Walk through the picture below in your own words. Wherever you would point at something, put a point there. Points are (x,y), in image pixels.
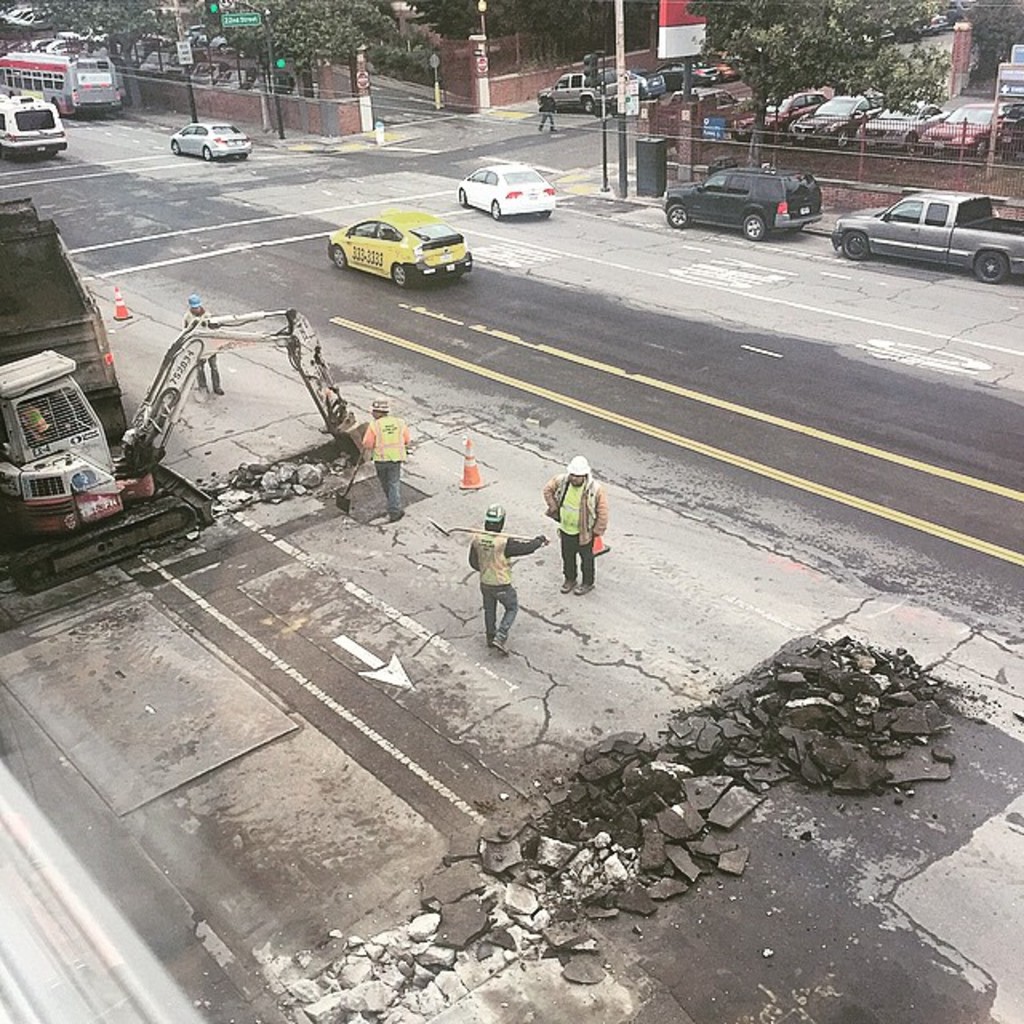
In this image, we can see some vehicles (50,110) and trees (296,64). There is a wall (341,125) at the top of the image (466,77). There is a truck (91,318) and excavator (79,439) on the left side of the image (92,549). There are three persons (547,500) in the middle of the image (547,500) wearing clothes (569,579).
